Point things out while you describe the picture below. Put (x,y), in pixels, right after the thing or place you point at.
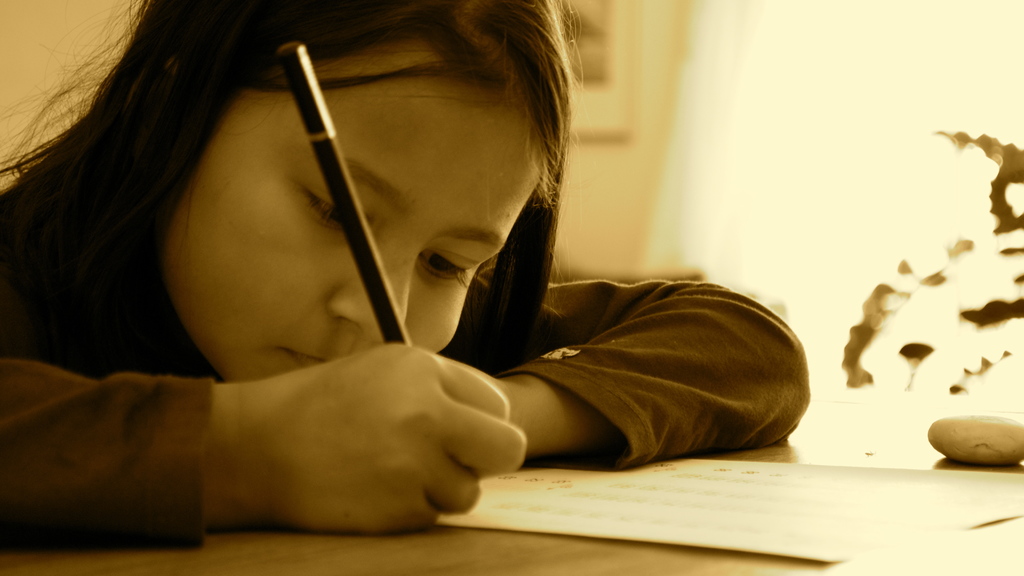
In this image i can see a girl (267,336) holding a pencil (298,46) and writing something on the paper (504,487) which is on the table (690,575). In the background (632,242) i can see the wall (616,201), the photo frame (598,72) and a plant (898,283).
